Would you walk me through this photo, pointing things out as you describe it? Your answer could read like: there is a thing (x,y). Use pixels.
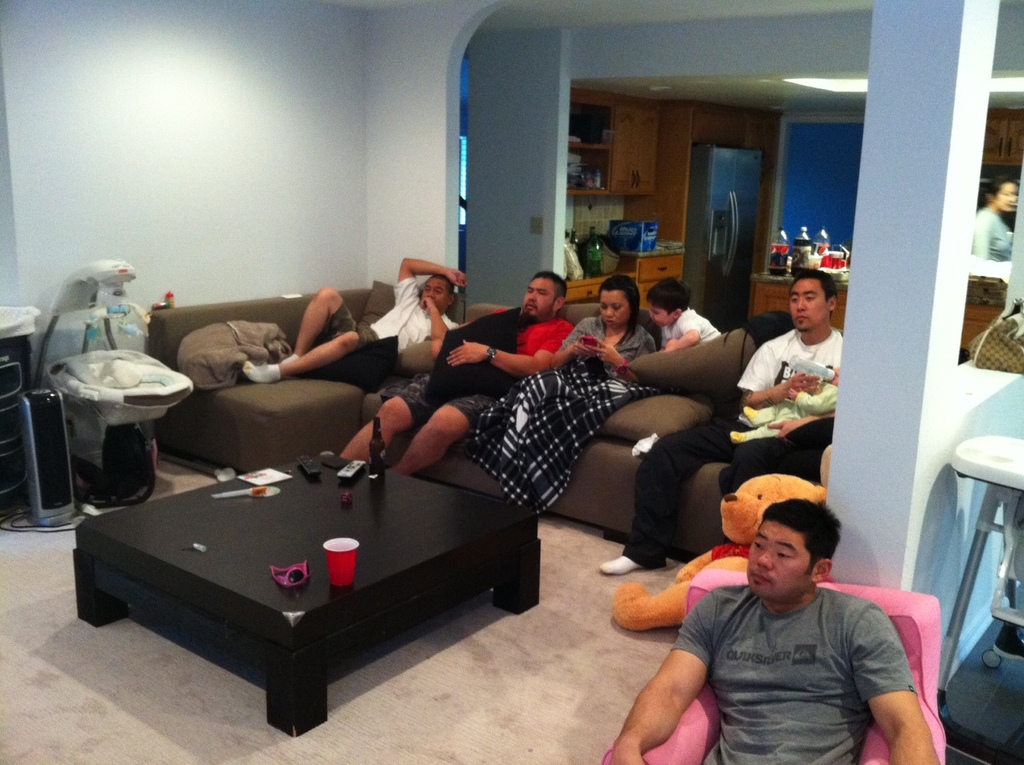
This picture describes about group of people (549,368) most of them are seated on the Sofa (338,400), in front of them we can find a bottle (373,428), remotes (304,471), Cup (349,555) on the table (286,498), and also we can find a toy (752,499), in the background (584,254) we can see a couple of bottles (571,242), refrigerator (720,224).
